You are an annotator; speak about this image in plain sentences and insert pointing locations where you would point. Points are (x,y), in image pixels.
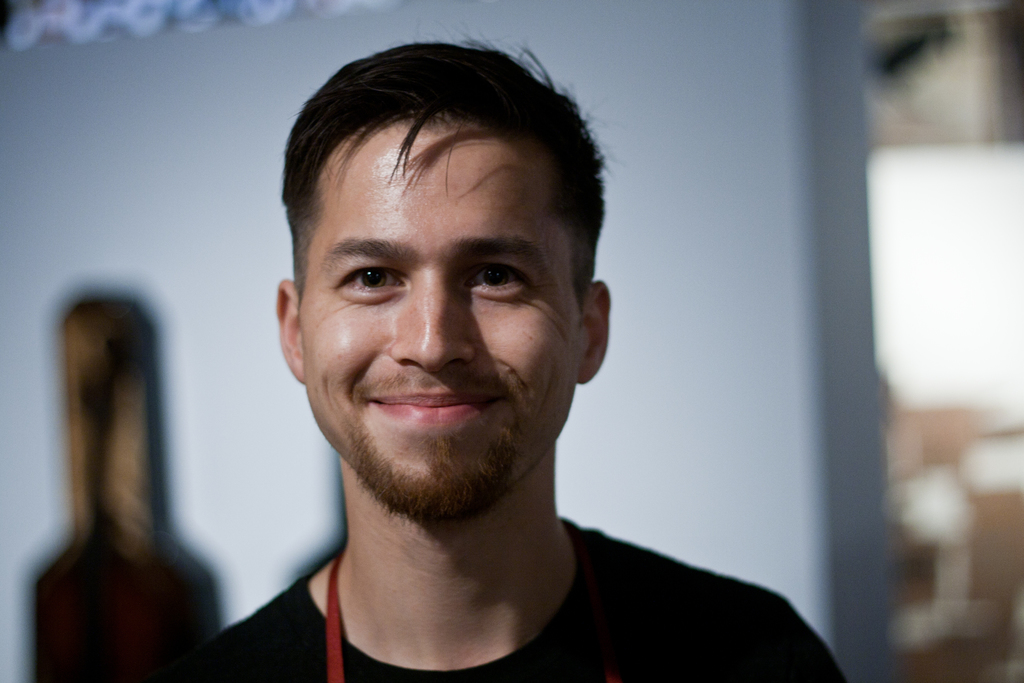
In the image there is a man (408,265) in black t-shirt (256,666) smiling and behind him there is wall (188,254).
